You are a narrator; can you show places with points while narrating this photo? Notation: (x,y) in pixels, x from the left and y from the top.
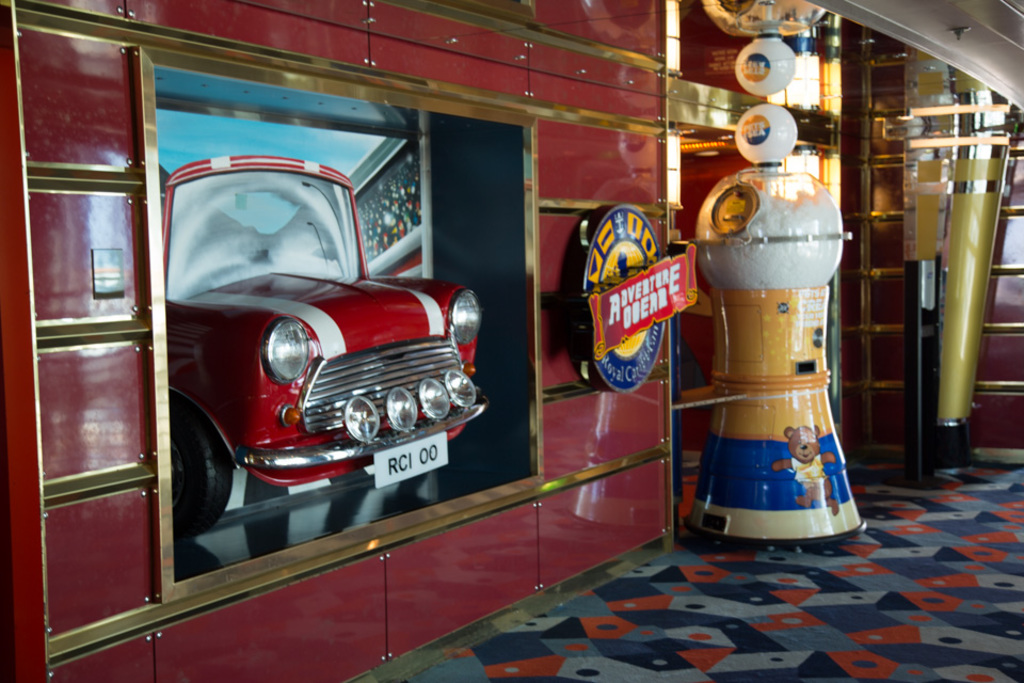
In the picture I can see a red car (401,388) on the left side (256,232). I can see a decorative glass object (795,251) on the floor (861,508) and it is on the right side (785,363).
